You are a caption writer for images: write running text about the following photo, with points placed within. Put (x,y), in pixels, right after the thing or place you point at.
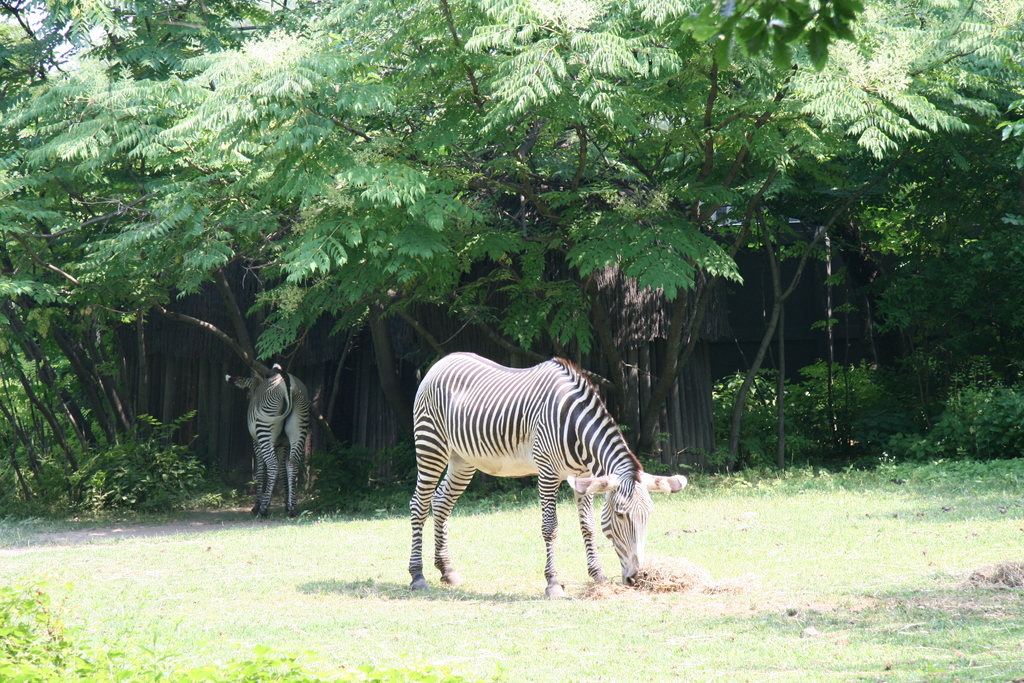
In this image I can see two animals (293,479) standing on the ground (393,621). I can see these animals (438,500) are in black and white color. In the background (363,489) I can see many trees (93,76) and the sky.
